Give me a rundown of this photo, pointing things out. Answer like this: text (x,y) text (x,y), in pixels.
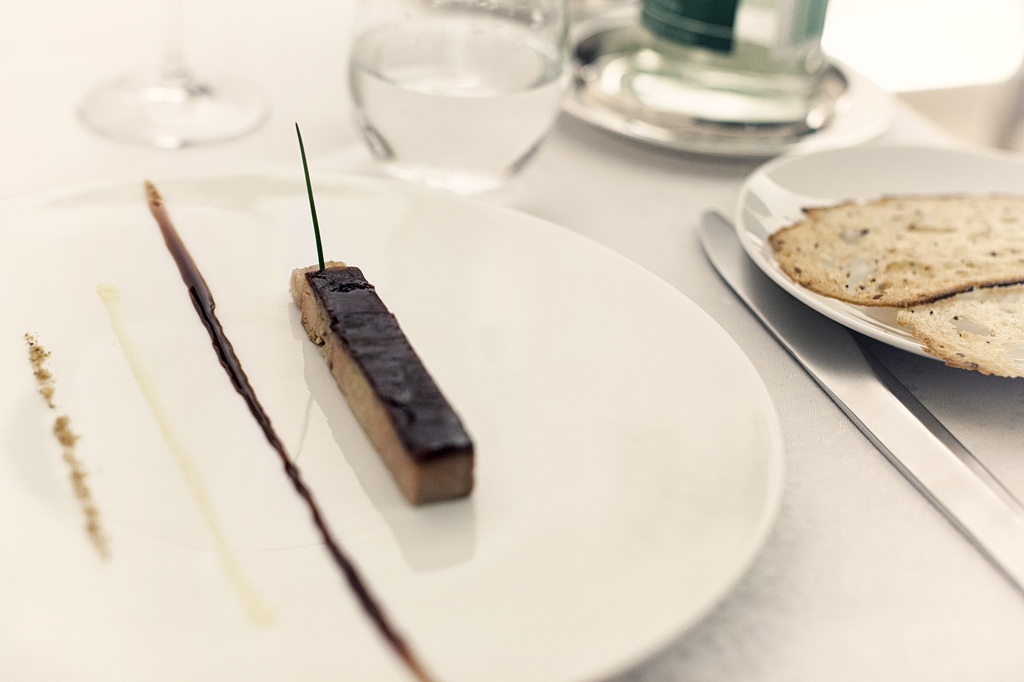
In the image there is a cake piece (394,371) with a chocolate sauce (402,653) in front of it on a table (21,110), beside it there is a plate (873,175) with chips (846,271) and a knife (829,377) below it, in the back (349,90) there is a wine glass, water bottle (688,93) and a bowl (740,88) on the table (846,572).
